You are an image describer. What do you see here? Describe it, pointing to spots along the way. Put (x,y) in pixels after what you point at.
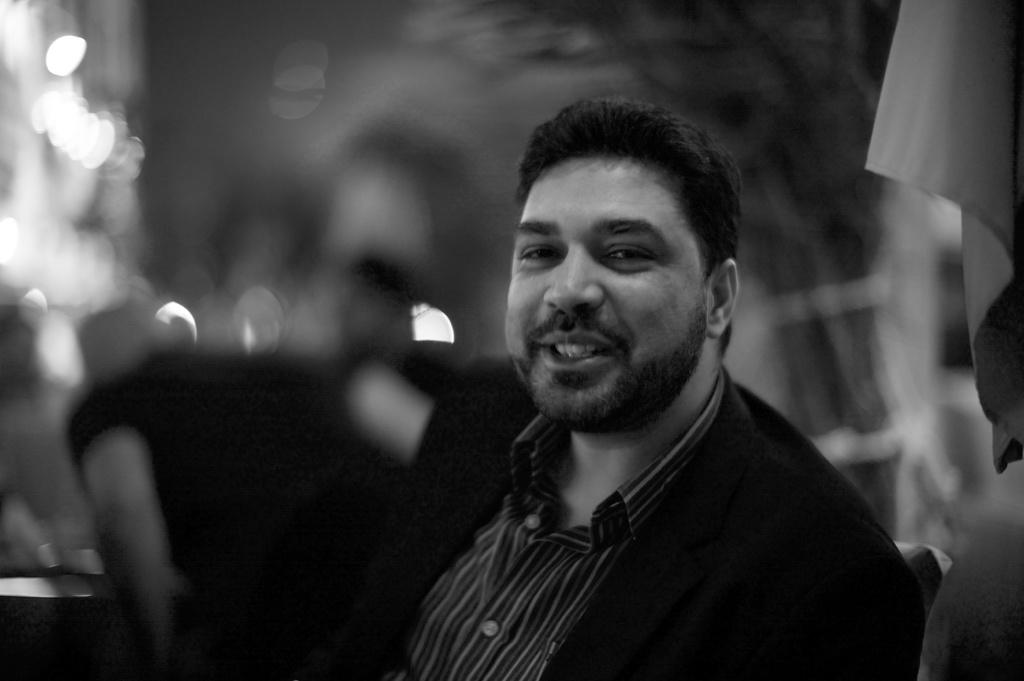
This picture consists of a person (624,465) wearing a black color suit (793,468) and his smiling and background (840,78) is too blur, in the top right (1001,66) there is a cloth (918,99).
